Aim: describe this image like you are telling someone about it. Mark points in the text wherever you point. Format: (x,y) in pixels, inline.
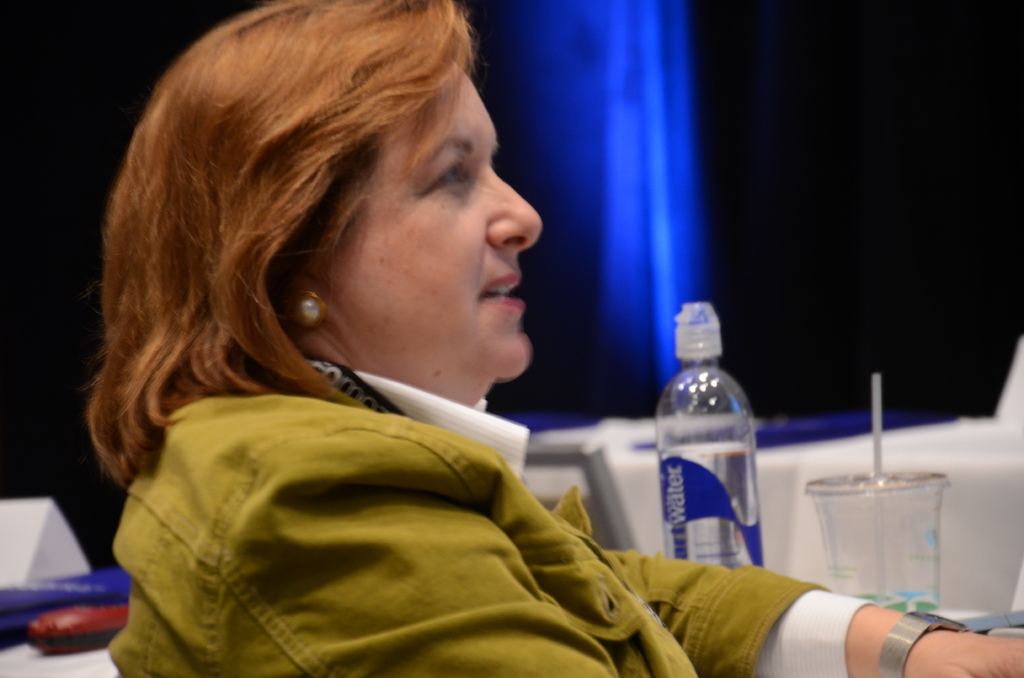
The woman (391,522) is sitting and there is a water bottle (691,507) and a plastic cup (936,506) beside her.
